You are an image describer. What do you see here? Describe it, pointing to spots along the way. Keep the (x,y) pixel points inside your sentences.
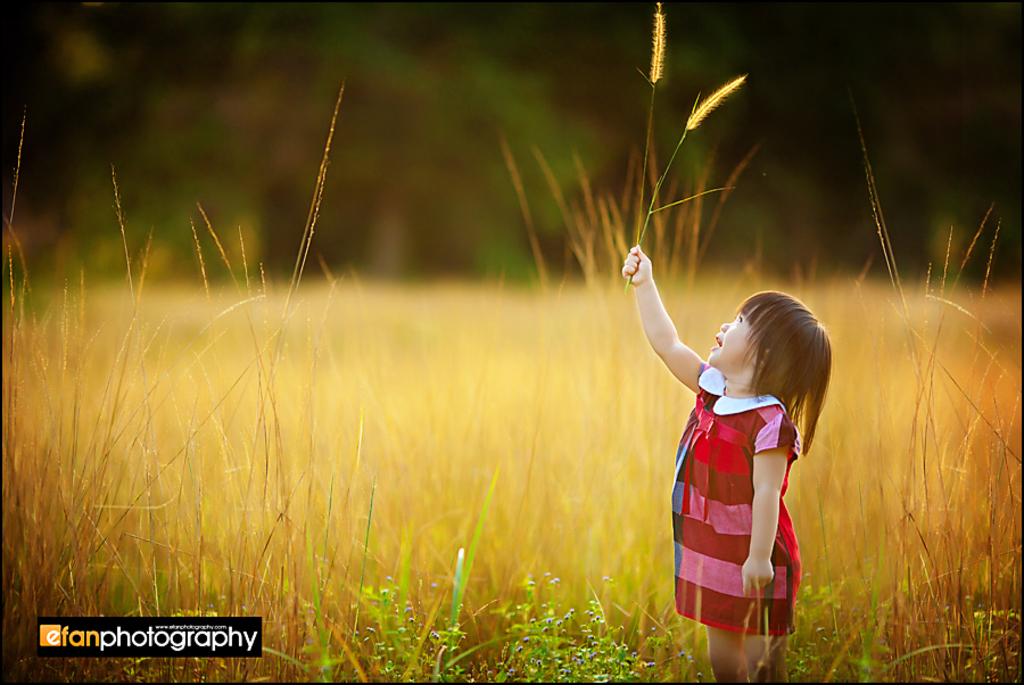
In this image we can see a girl (775,543) standing and holding grass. At the bottom (423,631) there are plants (400,608) and we can see grass (483,439).
